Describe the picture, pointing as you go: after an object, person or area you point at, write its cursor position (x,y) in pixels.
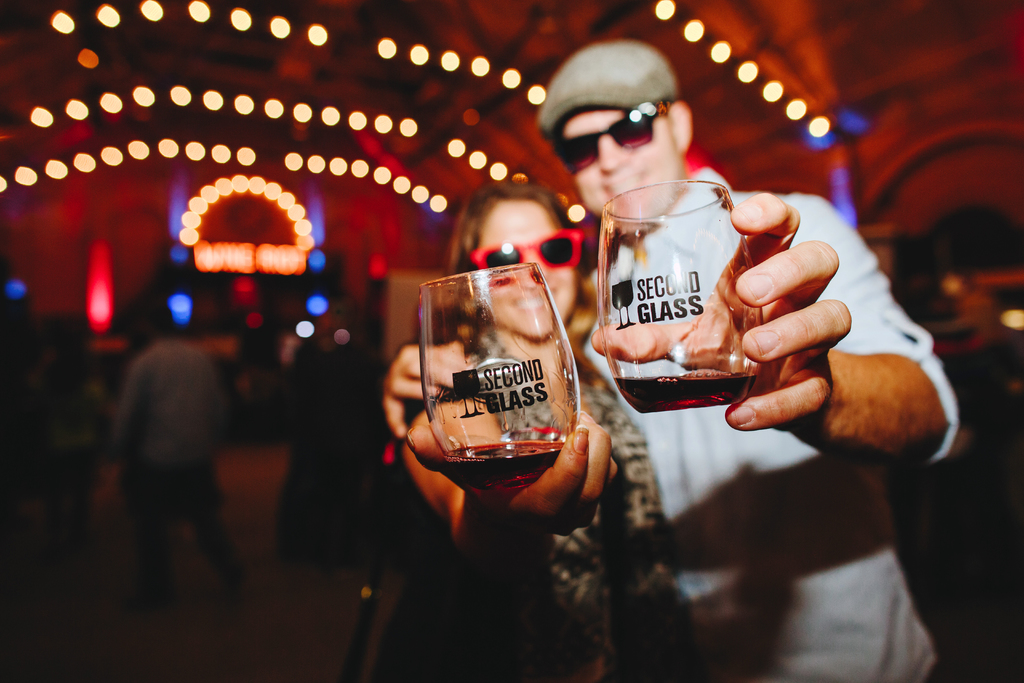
In this image we can see two people (801,473), one is the male person (809,593) and the other is the female (651,566) both of them are holding glasses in their hands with some liquid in it. At the back (67,30) we can see some lights (308,160) where the roof (374,19) is covered with red color and there are also some lights (57,20) which is almost blurred and here there are also some people (216,451) where we can see them moving.
